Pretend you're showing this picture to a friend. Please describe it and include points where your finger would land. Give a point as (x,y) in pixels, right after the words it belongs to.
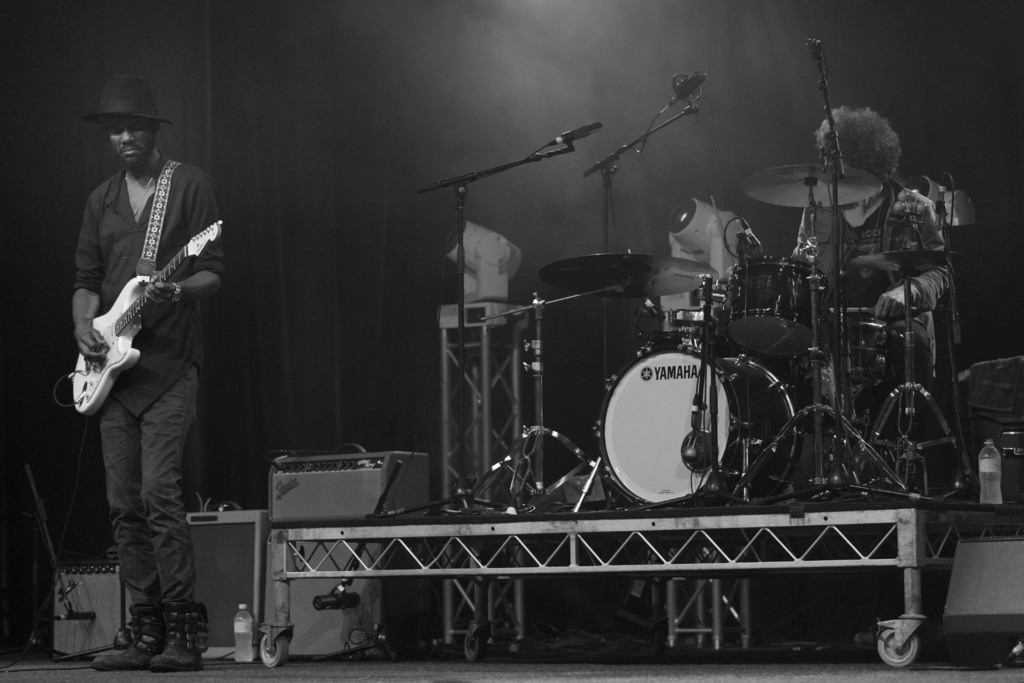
There is a man (147,438) standing with a guitar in his hand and a cap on his head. On the right side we have another man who is playing the musical instruments (740,383). There are different types of musical instruments (607,405) on the left side (205,579), there is a mic (698,430). There is a drum (635,407) on the right side (697,325) and there is a musical plate (767,189) on right side (794,185) on the right bottom (990,465) we can see a bottle (985,479).
